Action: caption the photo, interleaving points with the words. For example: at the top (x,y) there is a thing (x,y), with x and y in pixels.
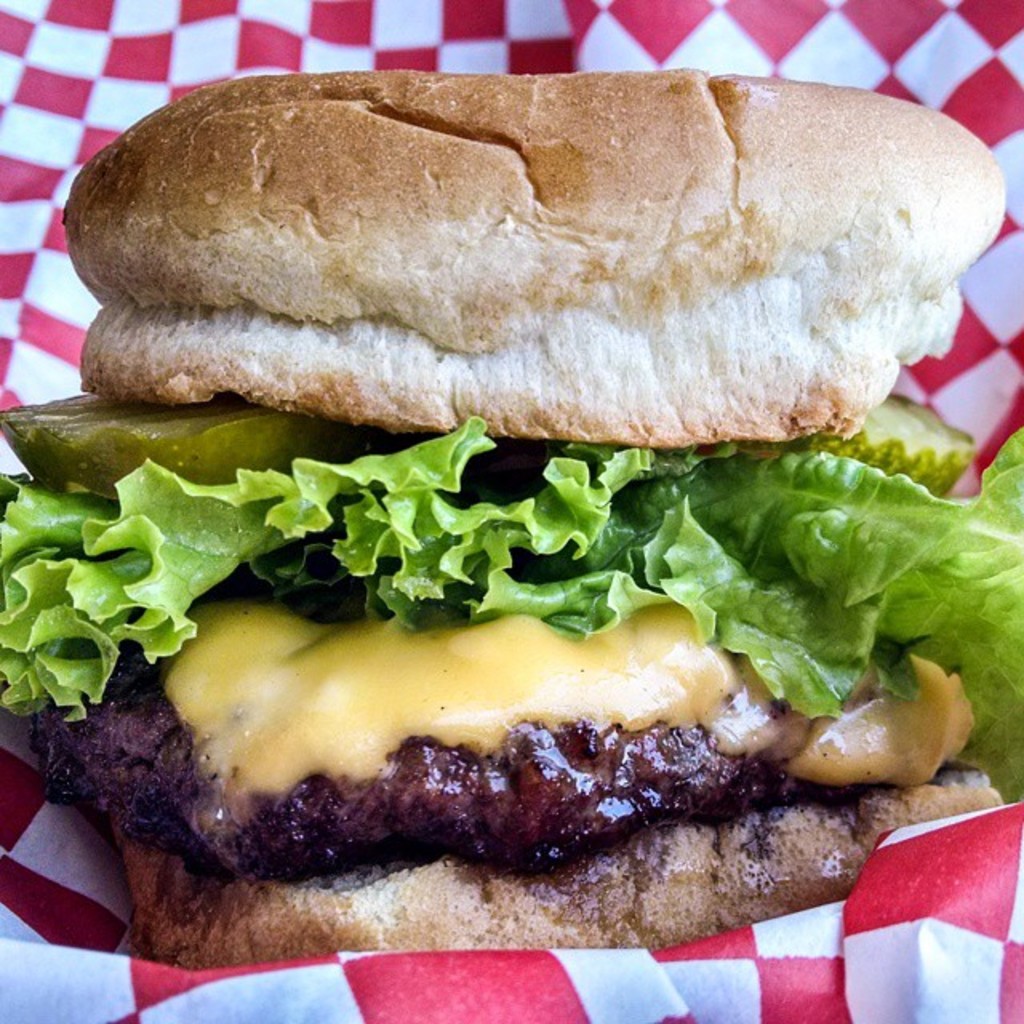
In this image, we can see a burger (643,754) on the cloth (700,997) which colored red and white.
